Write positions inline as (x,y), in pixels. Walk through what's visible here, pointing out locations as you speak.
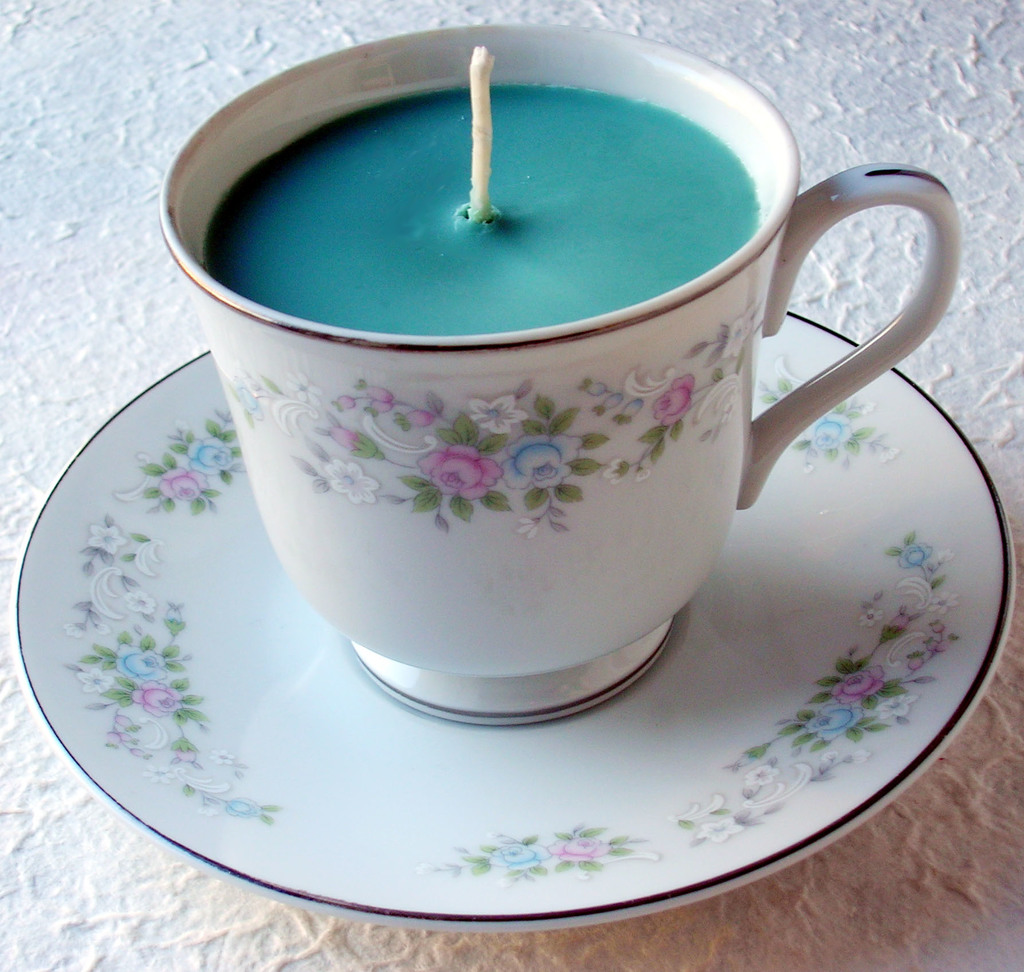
It is the candle wax (580,257) in blue color in the white color cup (635,429) and a saucer (659,685).
